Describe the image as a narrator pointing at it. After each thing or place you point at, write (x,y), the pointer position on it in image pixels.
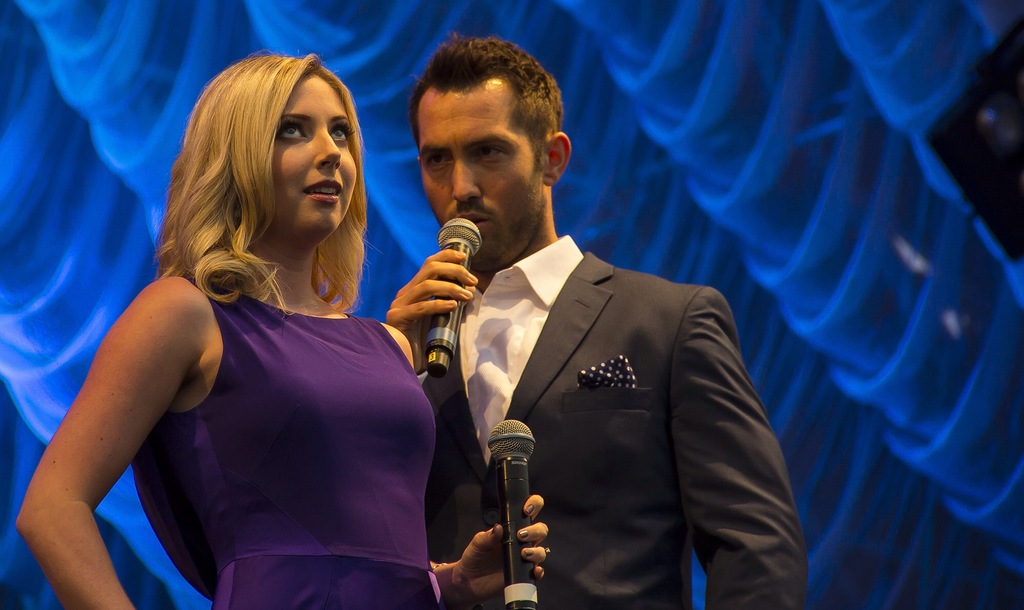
Here we can see a woman (358,209) and a man (511,211) holding a mike (509,509) with their hands (499,569). He is in black suit (658,317).
